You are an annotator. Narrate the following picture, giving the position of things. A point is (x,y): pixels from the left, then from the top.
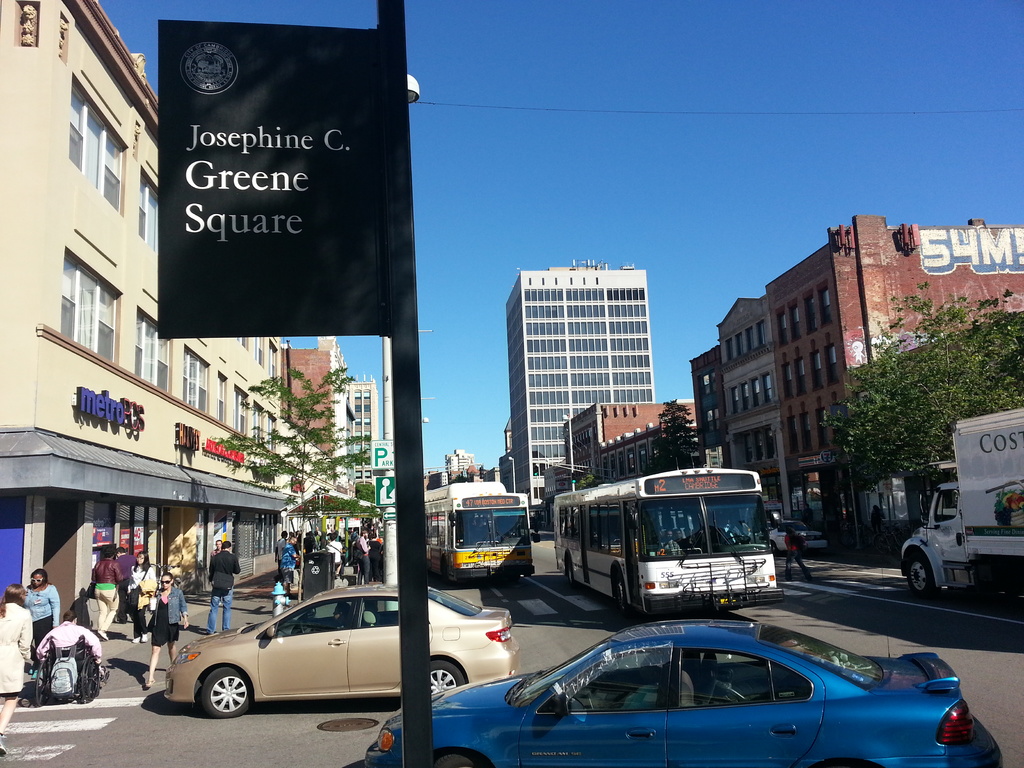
In this picture we can see vehicles (377,673) and people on the road (364,706), here we can see buildings (549,501), trees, boards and in the background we can see the sky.
